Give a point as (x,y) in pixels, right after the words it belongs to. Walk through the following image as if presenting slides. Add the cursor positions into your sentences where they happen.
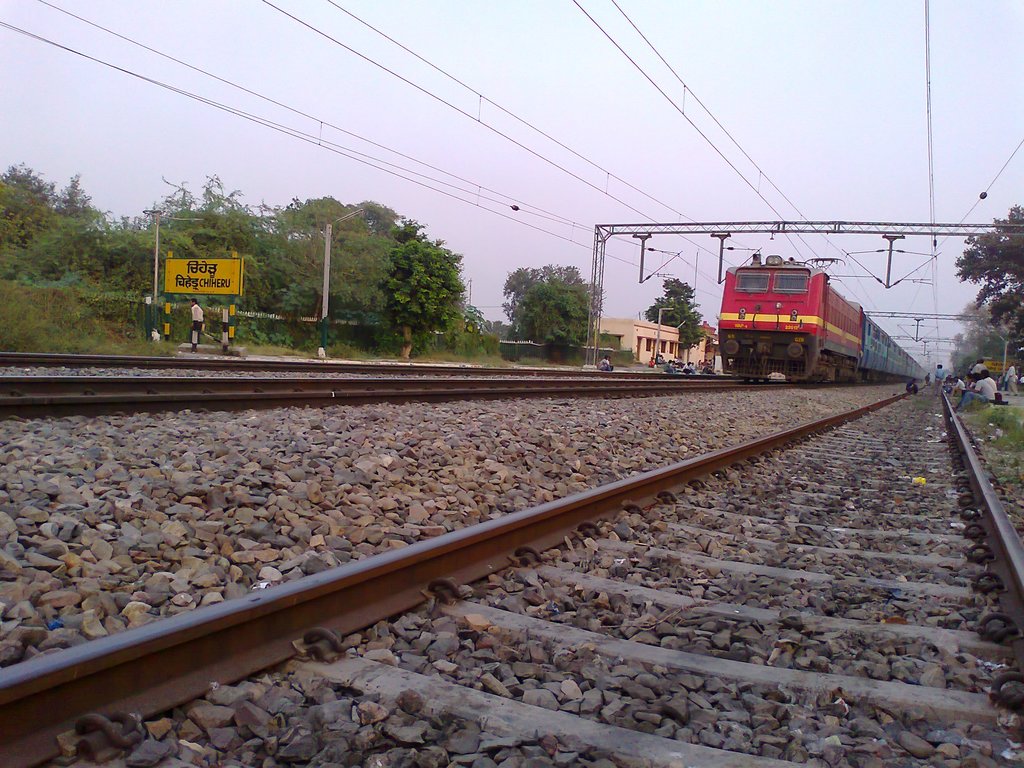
In this picture we can see the red color train (820,339) running on the track (141,408). In the front (478,471) bottom side there are some stones (401,484) and track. On the left corner (223,269) we can see the yellow color station naming board (228,283). Behind there are some trees (450,273). On the top (611,227) there is a iron frame (681,232) and some electric cables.
